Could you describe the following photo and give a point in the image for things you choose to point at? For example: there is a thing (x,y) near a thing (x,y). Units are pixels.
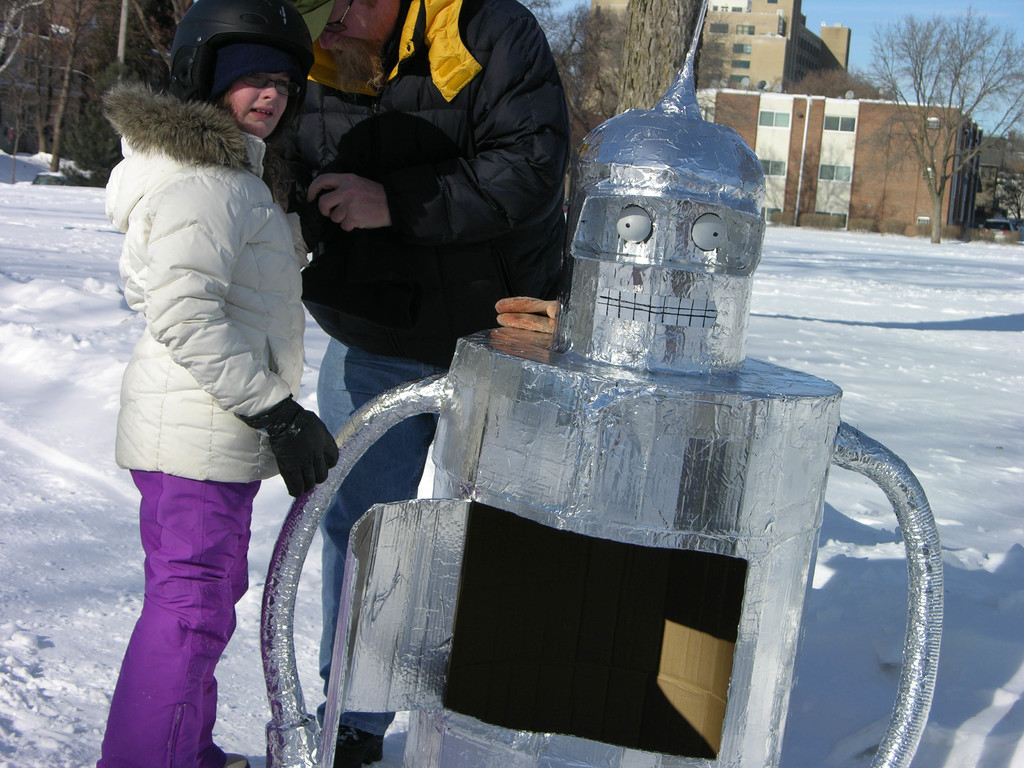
In this image I can see the snow (74,551) on the ground (53,511), two persons (267,383) standing and a silver colored object (665,440) in front of them. In the background (841,169) I can see few trees (36,48), few buildings (758,143) and the sky (570,10).
